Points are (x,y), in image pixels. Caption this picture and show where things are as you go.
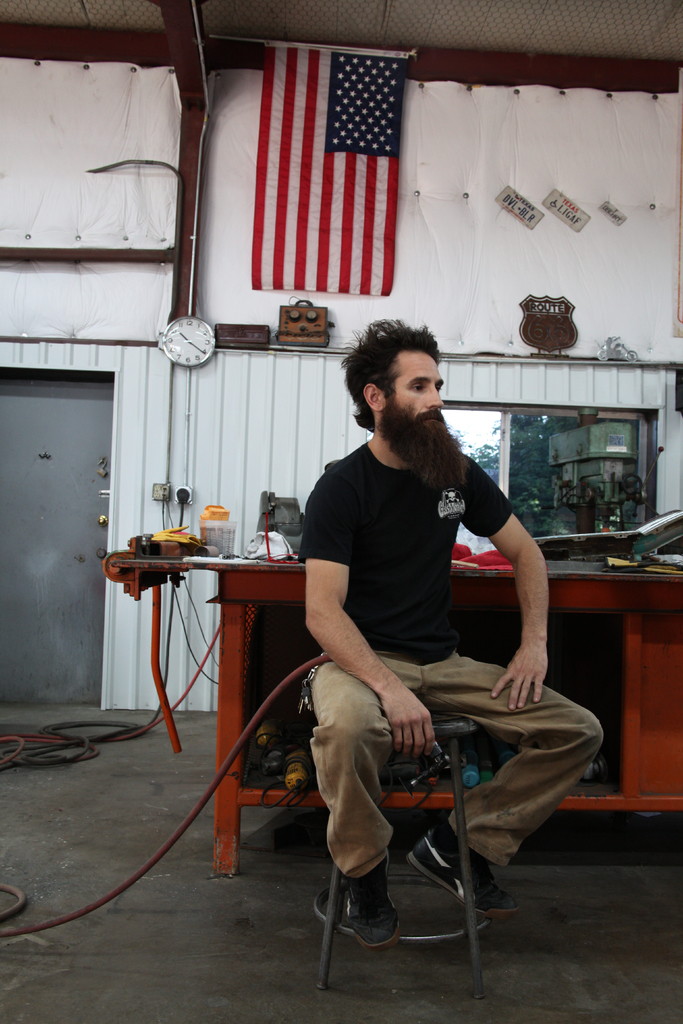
In this image there is one person (369,708) sitting at bottom of this image (545,695) is wearing black color t shirt (390,576) and there is a table (664,761) at right side of this image (557,650) and there are some objects (294,502) kept on it, and there is a wall (348,419) in the background (483,282). There is one flag (324,199) at top of this image (349,191) and there is one wall clock (186,336) at left side of this image (210,341) and there are some objects (311,330) are kept on this wall (522,346), and there are some wires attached with some power supply (167,500) at left side of this image (160,491). There is one door (55,515) at left side of this image (60,480).
